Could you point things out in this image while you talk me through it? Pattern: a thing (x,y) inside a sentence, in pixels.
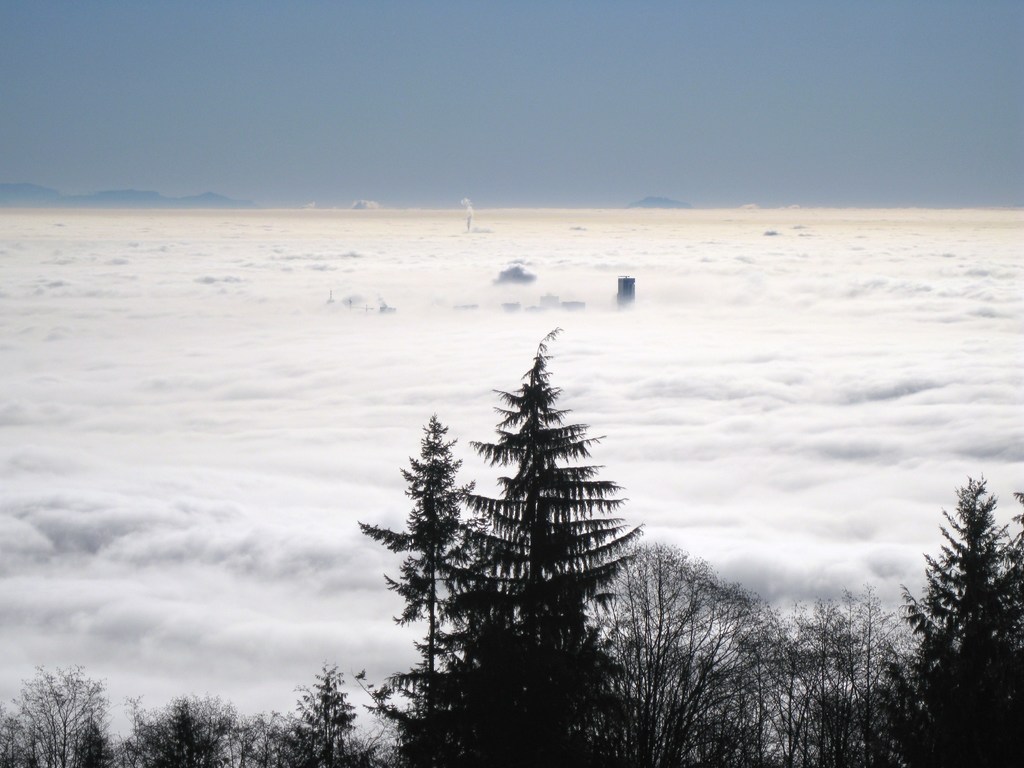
In this image I can see many trees (551,444) and the fog (144,584). In the background (568,94) I can see the sky (407,81).
